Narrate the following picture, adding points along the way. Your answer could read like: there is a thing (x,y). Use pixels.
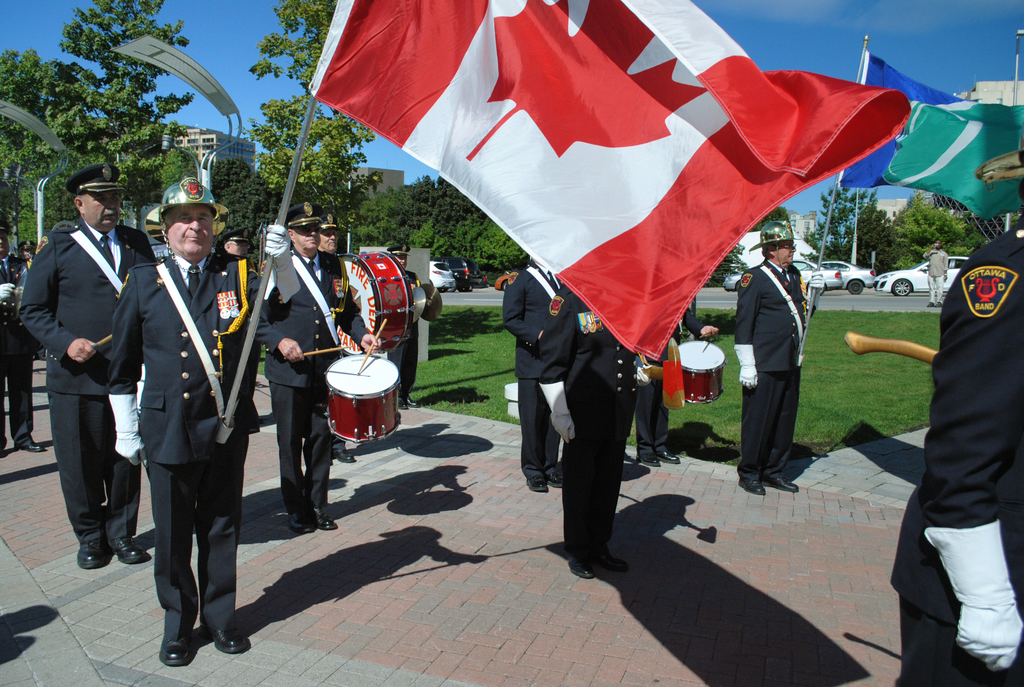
In this image there are people (182,488) standing and holding flags (663,339) in their hands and few are playing drums (363,307), in the background (463,286) there are trees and vehicles (445,287) on a road (898,301).
